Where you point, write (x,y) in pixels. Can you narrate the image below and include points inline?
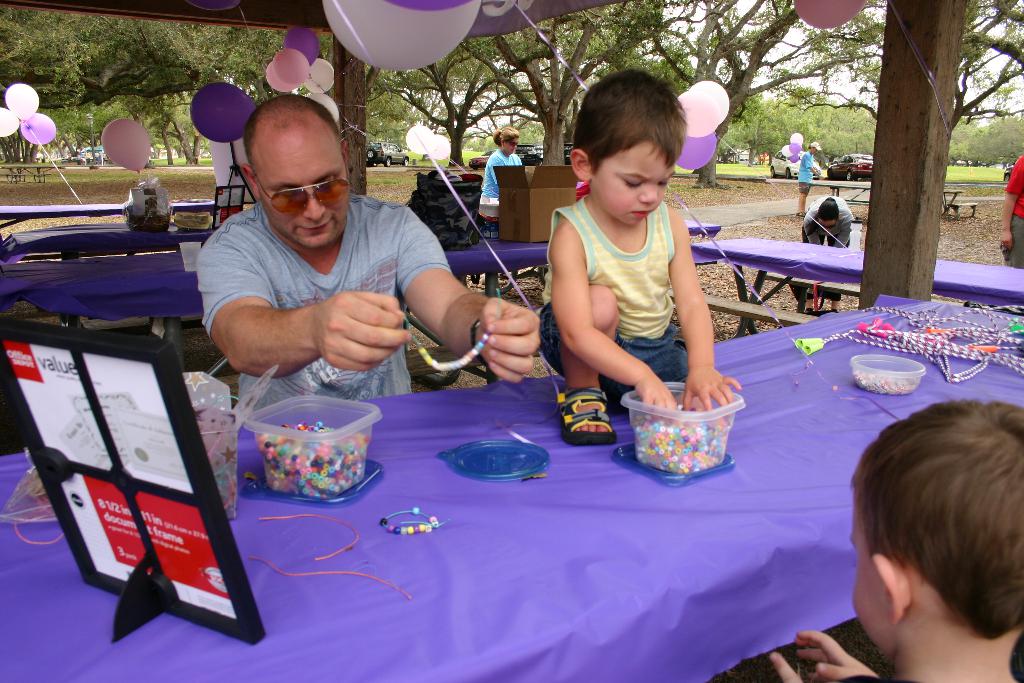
In this picture there is a man (437,306) and a boy (634,267) holding an object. There is a bowl (310,469). There is a frame (192,491). There is also another person (939,578). There are few objects (889,347) and a purple cloth (575,515) on the table (584,515). There are some balloons (325,72) which are pink, purple and white in color. There is a man (803,157) holding balloons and standing. There is a woman (496,163) standing. There is a box (509,207) and bag (442,210) on the table (472,249). There are some cars (395,157), trees (172,143), bench (855,184) at the background (870,186).
